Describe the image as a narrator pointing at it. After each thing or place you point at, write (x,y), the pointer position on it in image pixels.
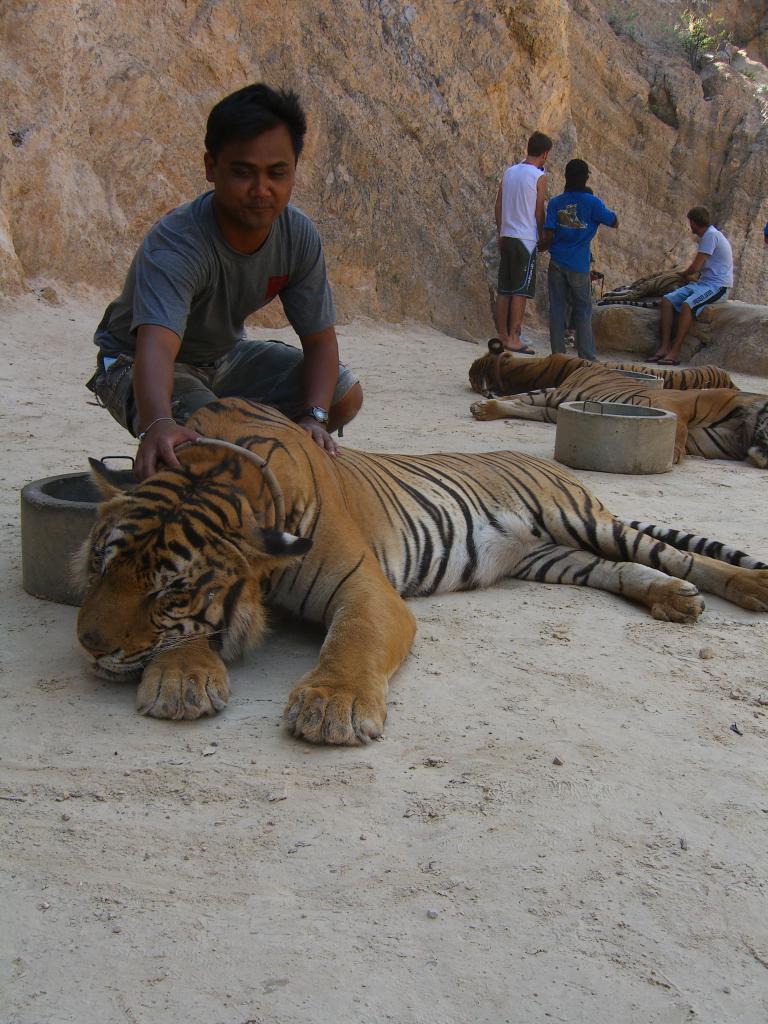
In this picture we can see tigers (352,584) lying on the ground (669,515) and some people (148,410) and in the background (454,230) we can see rocks (530,56).
